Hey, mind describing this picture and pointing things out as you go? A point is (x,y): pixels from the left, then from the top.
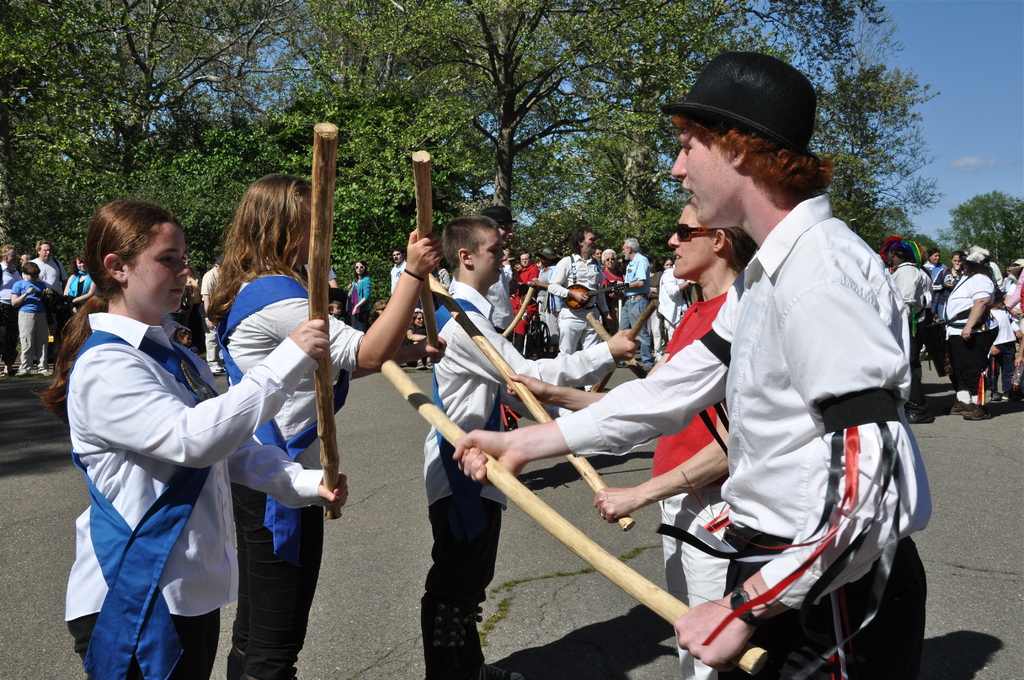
In the image in the center (444,342) we can see few people (501,306) were standing and holding sticks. In the background (971,109) we can see sky (958,101), clouds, trees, road (57,448), group of people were standing and few people (961,307) were holding some objects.
